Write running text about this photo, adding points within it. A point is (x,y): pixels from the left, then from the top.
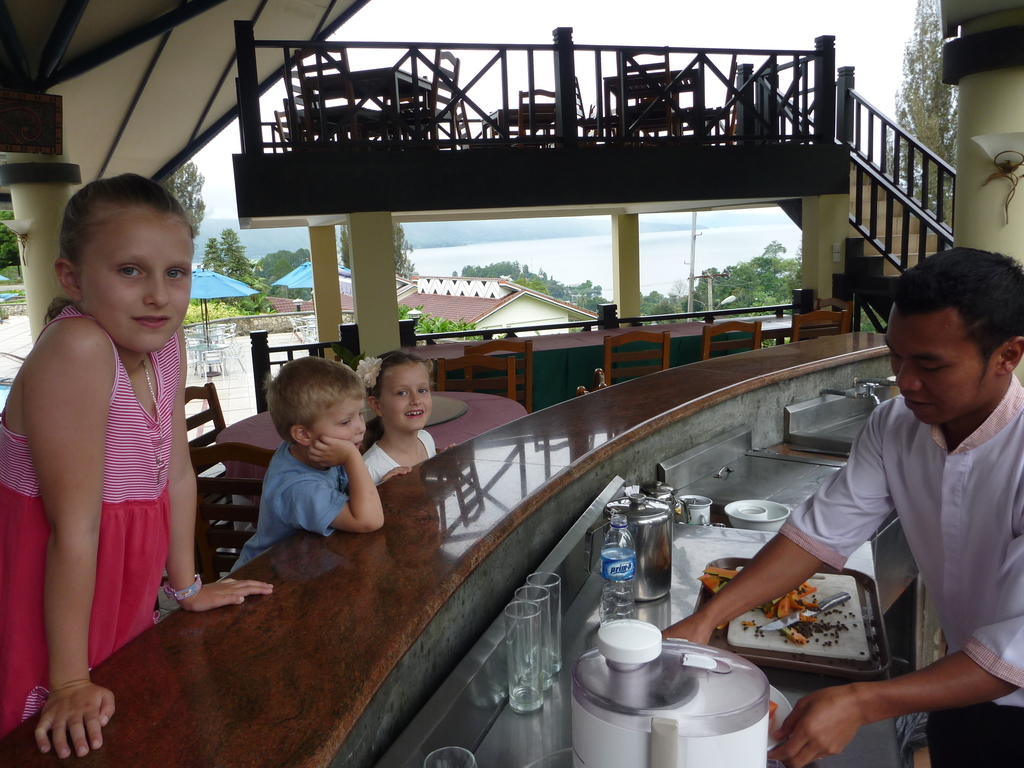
On the right (945,337) there is a man (953,574) who is wearing white shirt (985,437) and trouser (992,704). He is standing near to the table (778,446). On the table (361,722) we can see the tray (848,678), plates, knife (772,626), carrot (773,605), water bottles (615,576), glass (513,616), juicer (695,725), washbasin (858,411), cup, saucer (741,500) and other objects (772,504). Beside the table (408,536) there are three children (58,460) standing near to the chairs (235,479). At the top (444,71) we can see tables (398,79) and chairs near to the wooden stairs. In the background (597,298) we can see umbrella (232,290), building (481,323), shed (530,299), trees (743,289), plants (261,296), river (578,278) and mountain (546,226). Here it's a sky (491,23).
